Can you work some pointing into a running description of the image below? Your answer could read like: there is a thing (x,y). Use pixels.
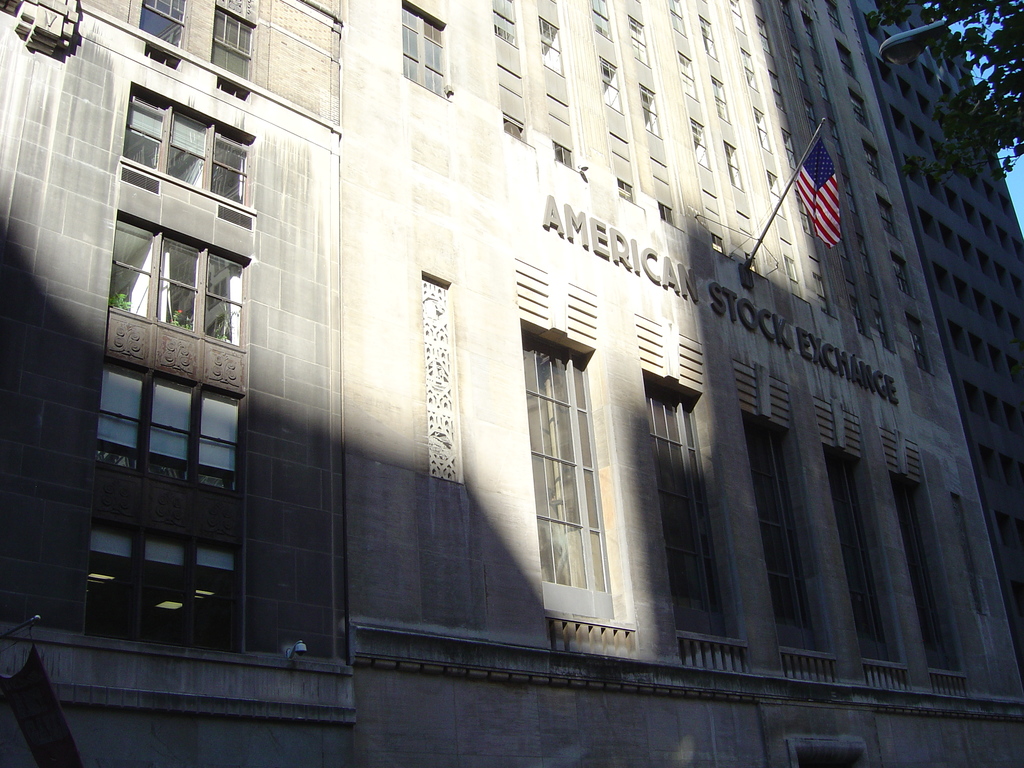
In this image we can see a building (877,387) with group of windows (668,501) and some text (757,320) and a pole (804,156) containing a flag (821,163) on it. In the background (906,174), we can see trees (1006,138) and sky (1018,197).
